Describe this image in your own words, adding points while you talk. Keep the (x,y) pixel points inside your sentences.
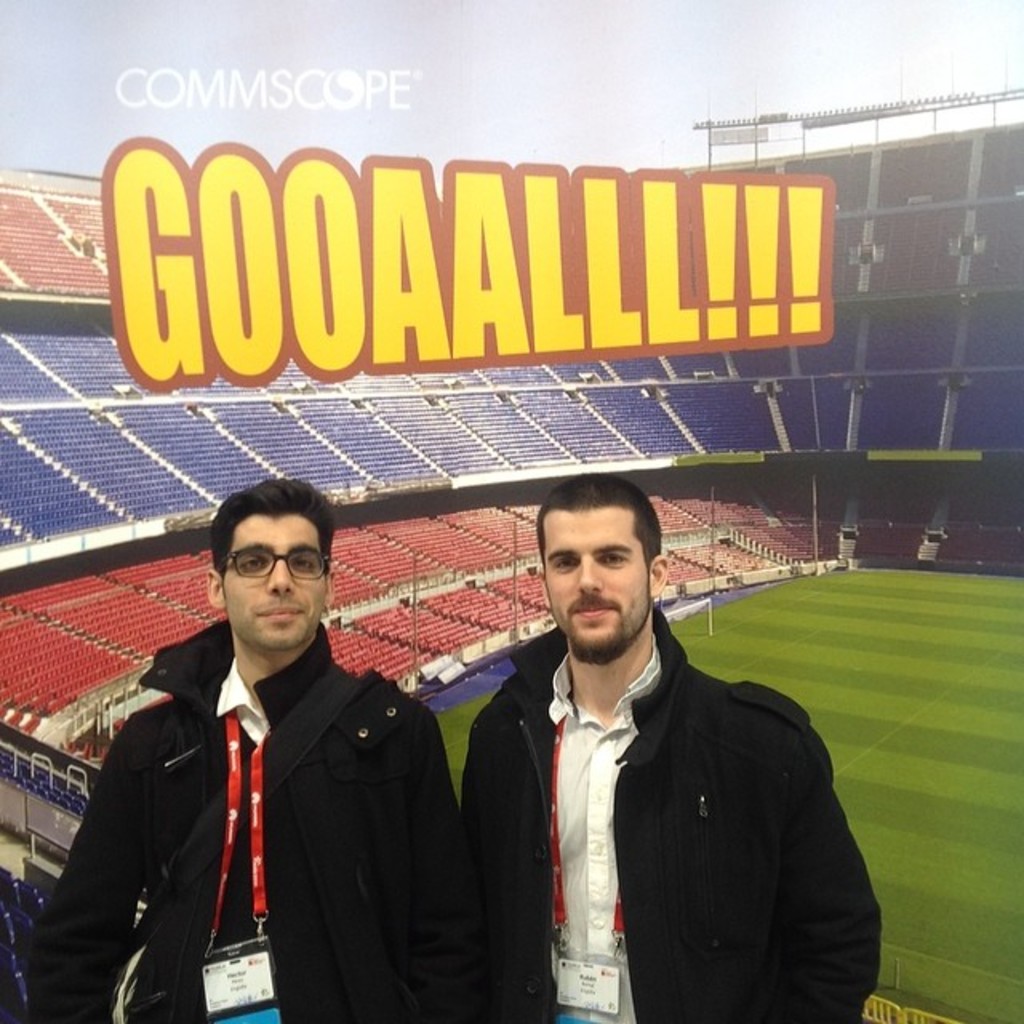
In this picture there are two persons (283,914) standing. At the back (403,369) there is a picture (487,369) of a stadium (898,342) and there is text (478,256). At the top (511,38) there is sky (616,69). At the bottom (978,720) there is grass (978,733) and there is a railing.
